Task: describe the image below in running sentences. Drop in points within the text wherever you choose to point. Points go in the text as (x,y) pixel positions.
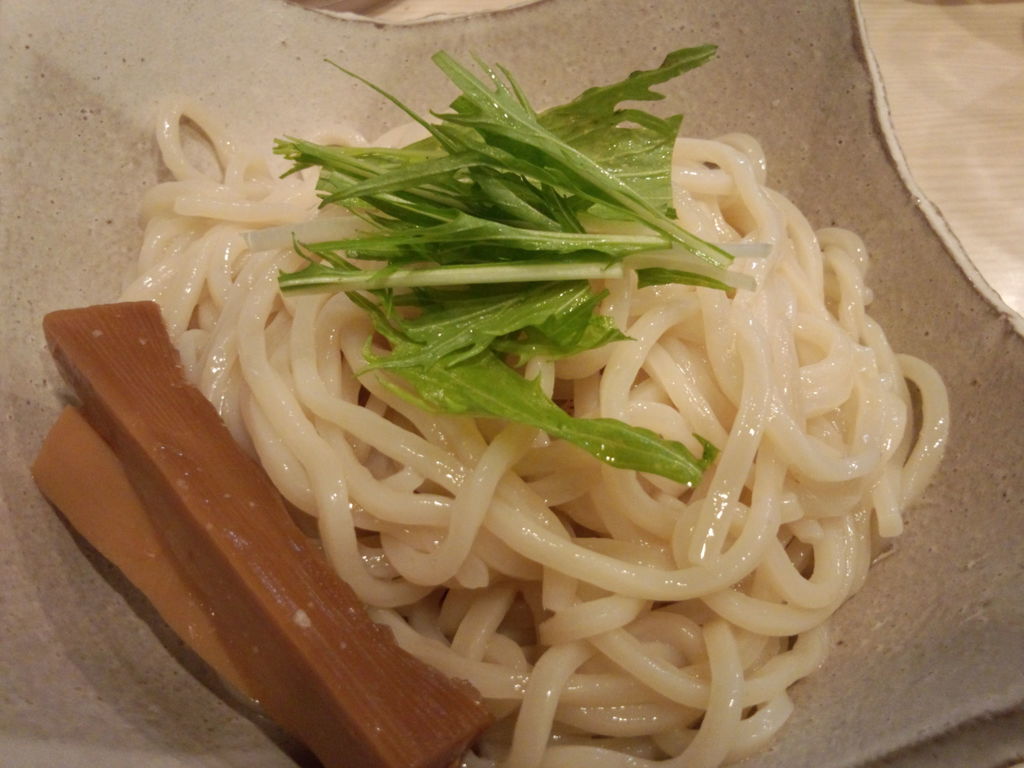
In this image I can see cream colored noodles (715,543) and few food items (470,286) which are green and brown in color on the cream colored object (982,581).
